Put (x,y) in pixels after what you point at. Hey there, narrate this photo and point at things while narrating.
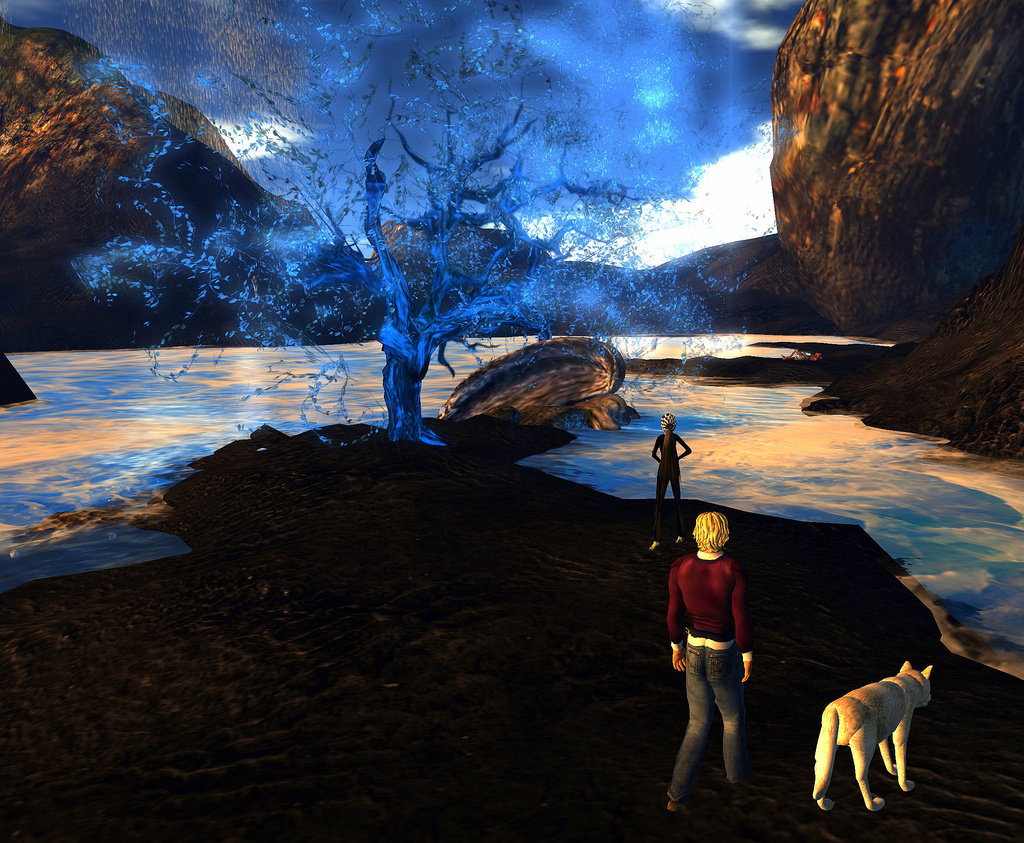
This is an animated image of people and animal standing on the ground (766,668) in-front of that there is tree (399,408), water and mountain (107,179).
